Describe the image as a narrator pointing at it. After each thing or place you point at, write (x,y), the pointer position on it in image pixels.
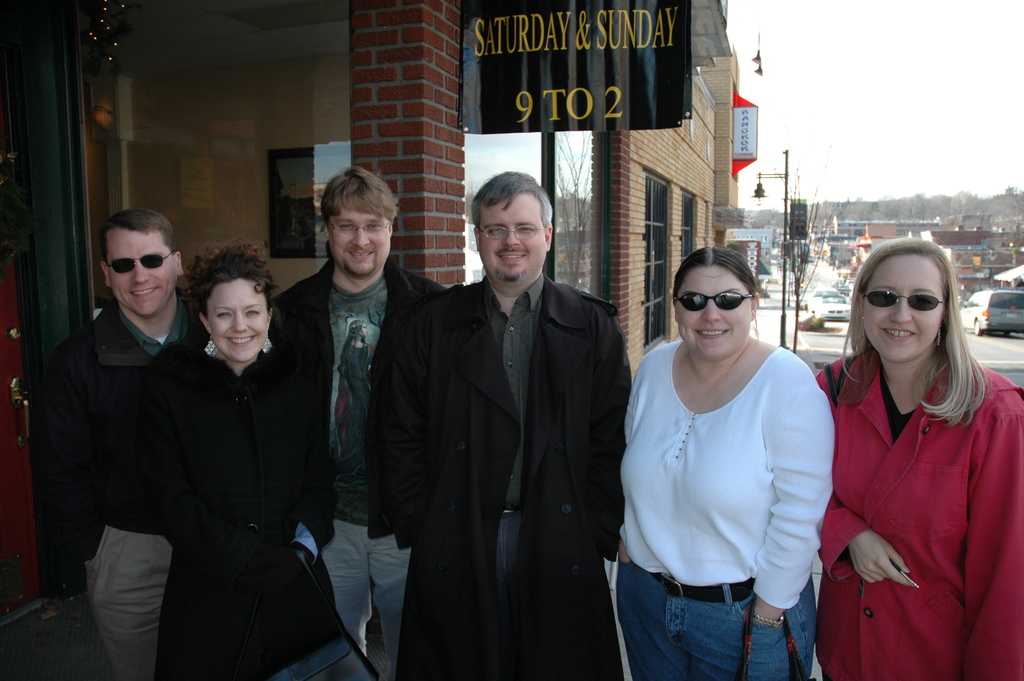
There are three men (286,325) and three women (790,439) standing and smiling. This looks like a board (521,48), which is attached to the wall (456,42). I think this is a building (678,204) with the windows (662,224) and glass doors (586,170). I can see the poles (786,224). These are the cars (819,299) on the road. In the background (989,243), I can see the buildings (909,222).
